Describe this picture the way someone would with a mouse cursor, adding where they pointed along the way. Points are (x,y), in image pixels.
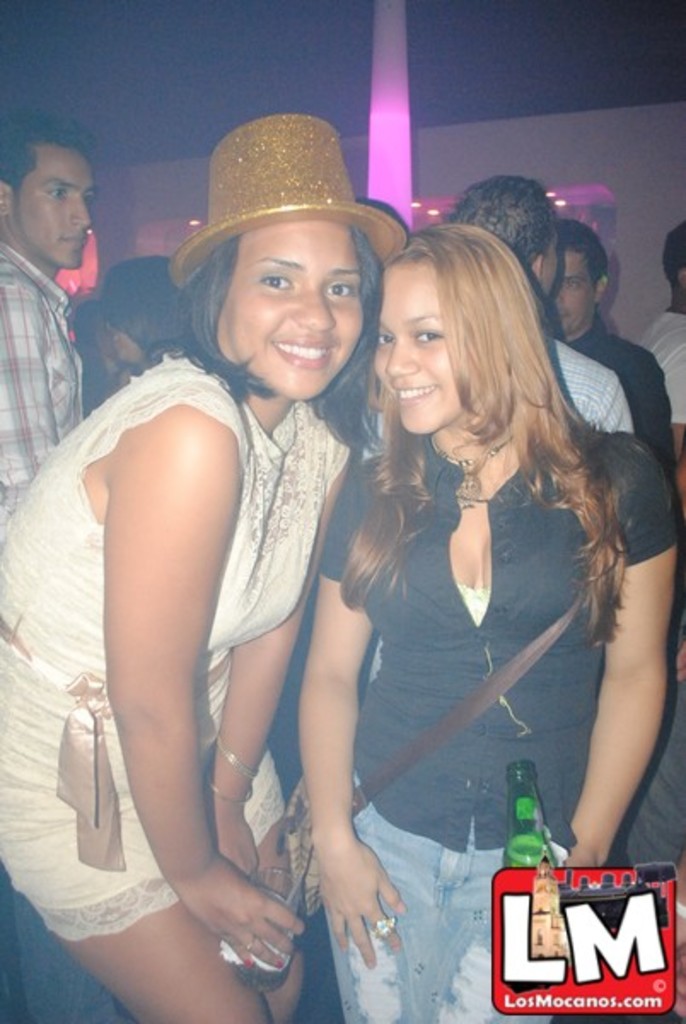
In the image on the left side (181,470) there is a lady (184,425) with a hat (255,202) on her head (302,381) and holding a glass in her hand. Beside her there is a lady (527,572) standing and holding a bottle (534,846) in her hand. Behind them there are few people (56,243). In the bottom right corner of the image (516,886) there is a logo (519,944).
